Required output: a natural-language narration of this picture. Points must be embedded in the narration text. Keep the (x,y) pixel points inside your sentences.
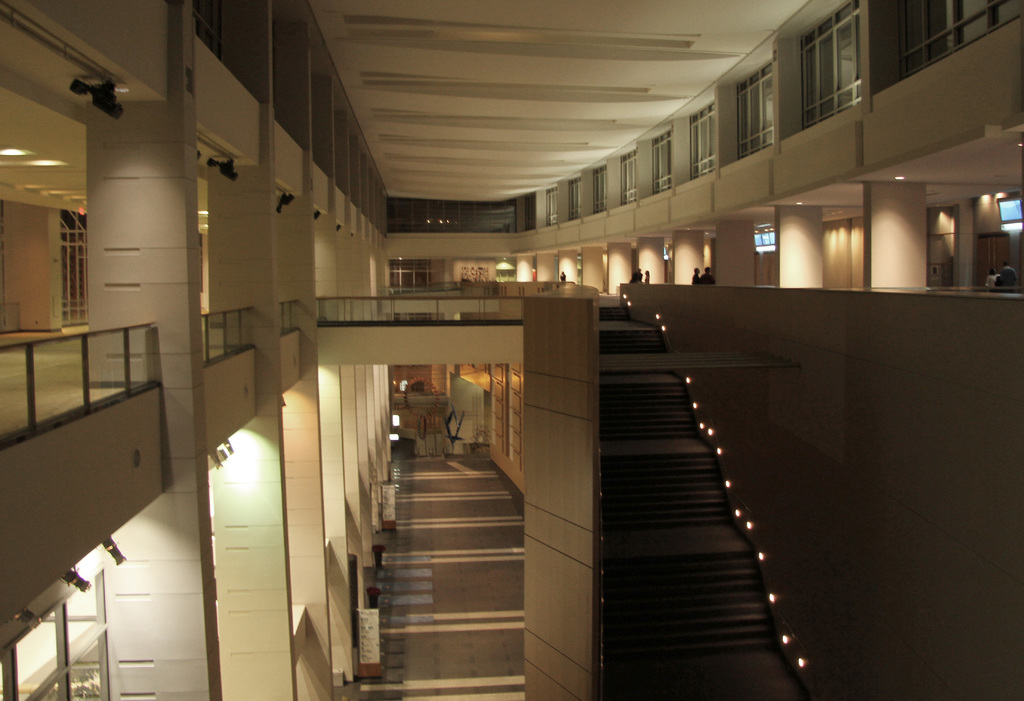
In this image we can see a building (528,445). In the building (401,461) there are staircases (707,627), railings (67,394), windows (698,177), cc cameras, display screens (1005,211), electric lights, carpets (442,635) and person (701,280) standing on the floor (473,597).
